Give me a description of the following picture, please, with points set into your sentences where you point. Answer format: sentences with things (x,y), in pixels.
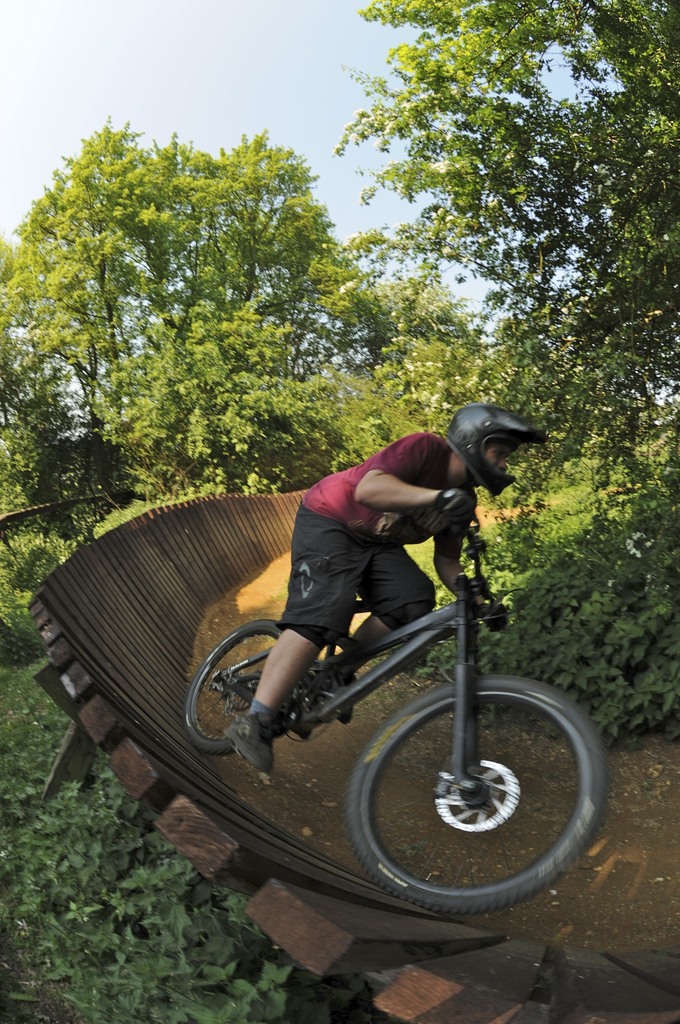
Here we can see one person (347,594) is riding a cycle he is wearing helmet (478,454). And coming to the back ground (366,357) we can see some trees (525,245) and sky (283,59) with clouds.
